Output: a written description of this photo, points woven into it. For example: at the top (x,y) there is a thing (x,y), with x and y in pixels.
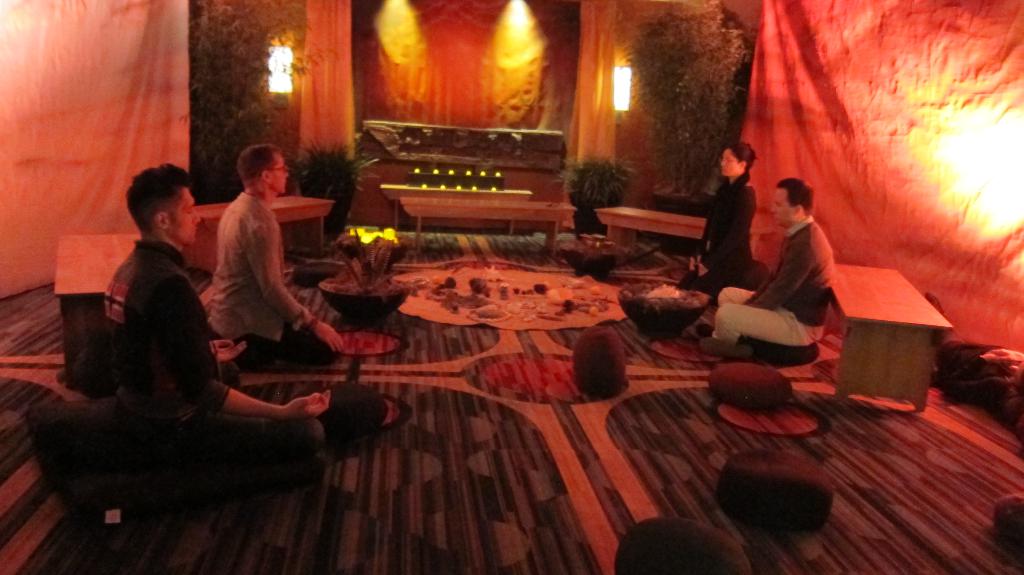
In this picture we can see four persons (711,278) sitting on the floor (405,268) and doing meditation, we can see plants (691,117) here, there are some pillows (709,532) here, on the right side (871,350) there is a table (865,328), we can see cloth (876,160) here, there is a light (274,80) here.
